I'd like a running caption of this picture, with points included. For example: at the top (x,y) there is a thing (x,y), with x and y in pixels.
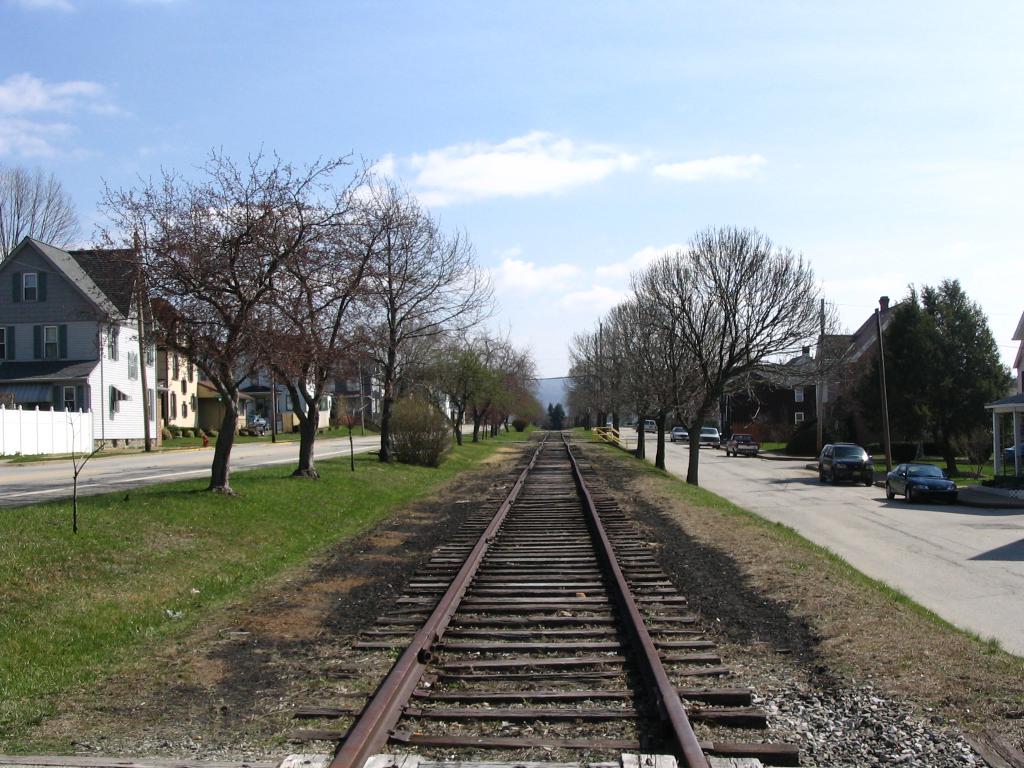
In this image we can see a railway track (511,550) with wooden pieces (523,667) and stones (698,551). On the sides there are trees (387,408) and roads (243,452). Also there are vehicles (860,458). And there are buildings (845,352) with windows (192,397) on the sides. In the background (693,119) there is sky (544,128) with clouds (502,146).
